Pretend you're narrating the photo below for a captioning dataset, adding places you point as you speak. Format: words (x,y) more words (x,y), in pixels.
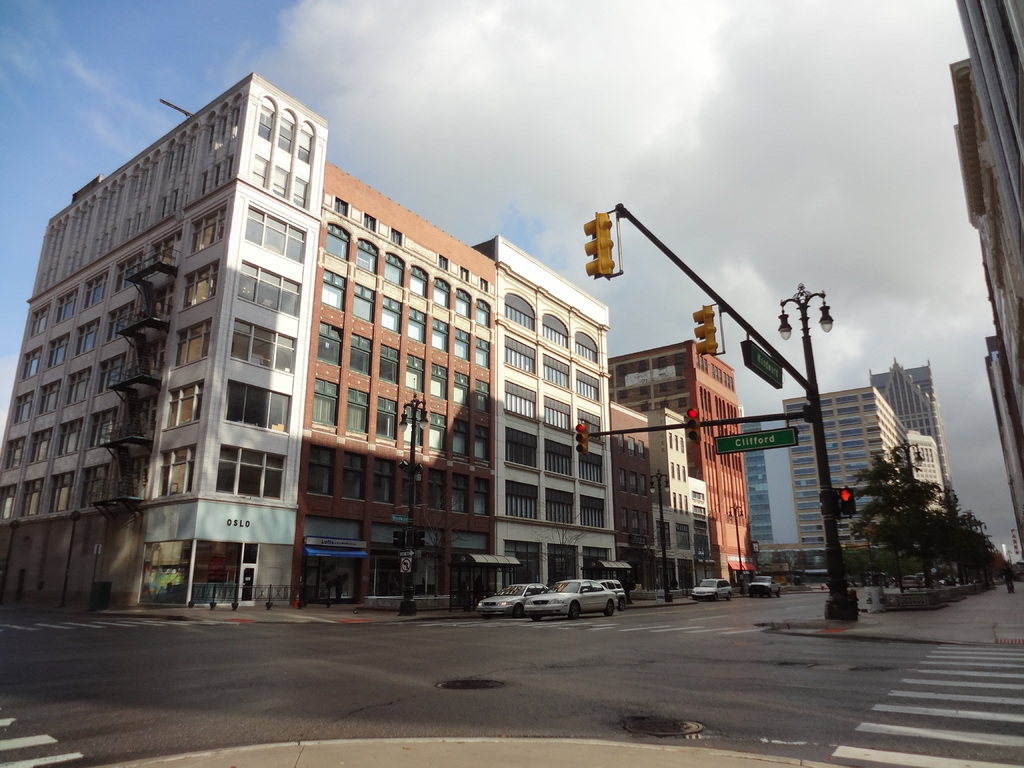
There are roads (347,629) with zebra crossings (520,623). There are vehicles (538,587) on the road (796,712). Also there is a pole (836,549) with a traffic signals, sign boards (767,373) and lights (810,307). There are many buildings (406,345) with windows (109,361). There are light poles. In the back (880,508) there are trees (912,497) and sky (651,126) with clouds (673,126).
